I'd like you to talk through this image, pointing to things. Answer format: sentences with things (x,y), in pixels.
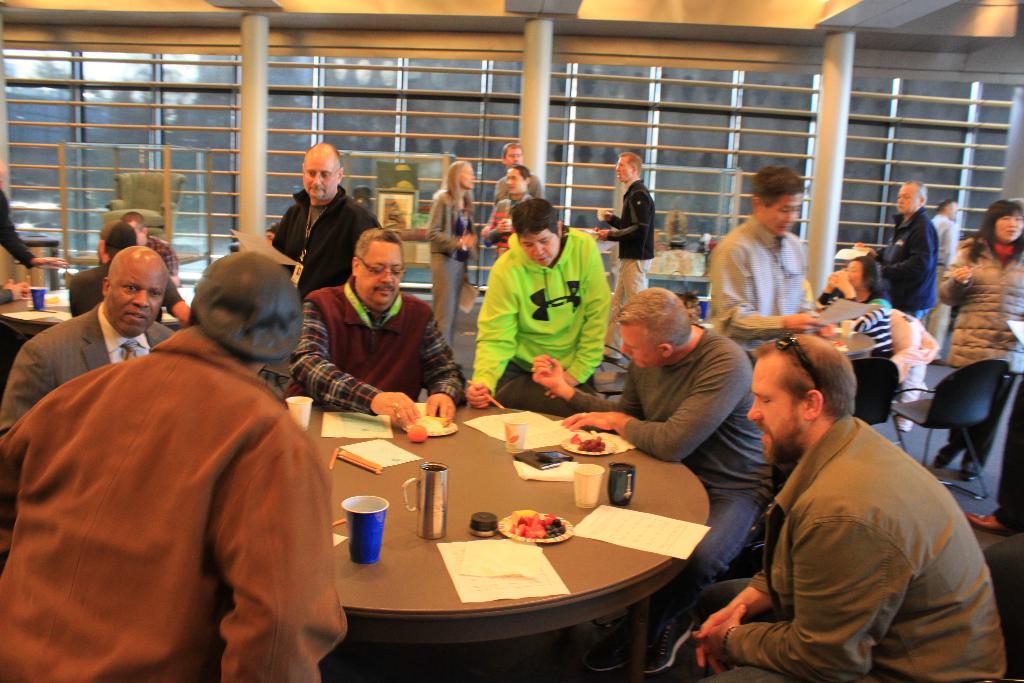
This image is taken inside a room (871,300). There are few people (584,280) in this room (923,433). In the middle of the image (385,433) there is a table (454,531) and there are many things (476,527) on it. In the right side of the image (817,343) a man (869,509) is sitting on a chair (1020,652). In the left side of the image (319,609) a man (9,508) is standing. At the background (20,137) there are windows (208,115) with grills (423,134) and pillars (255,160). Many of them are standing on the floor (981,446).
